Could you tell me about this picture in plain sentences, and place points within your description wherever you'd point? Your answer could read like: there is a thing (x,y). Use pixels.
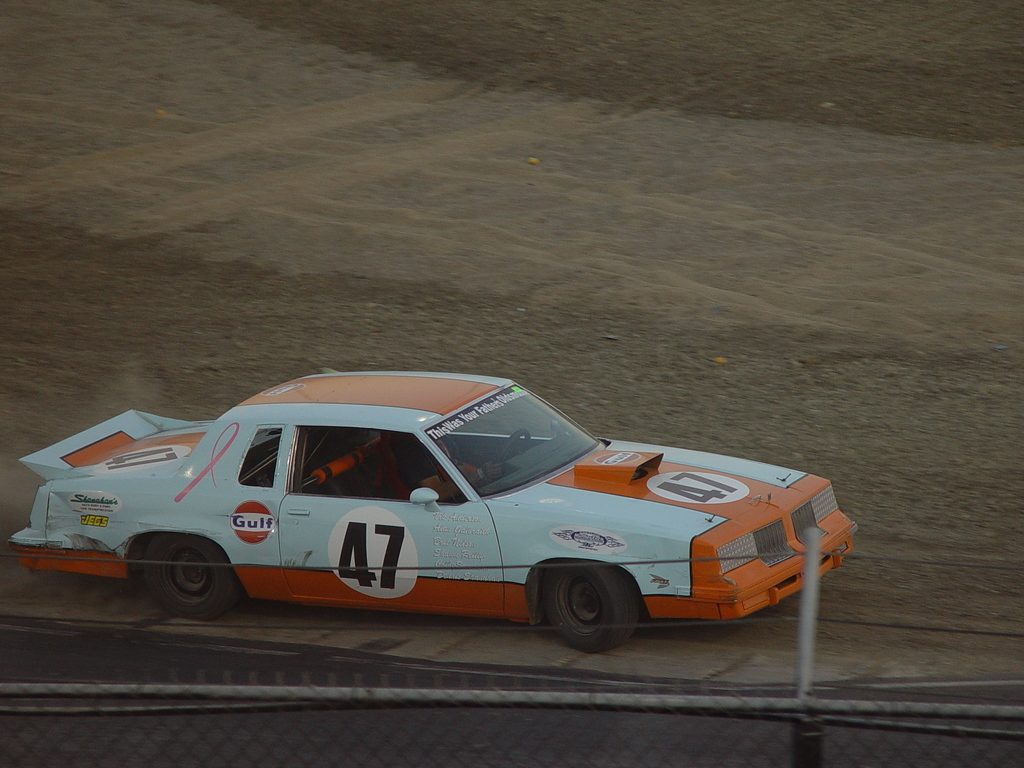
In this picture there is a man (442,484) who is sitting inside the car (454,477) and he is riding on the road (693,630). At the bottom (541,697) I can see the fencing (514,746). At the door (344,506) of the car (389,490) I can see the number forty seven (390,557).
